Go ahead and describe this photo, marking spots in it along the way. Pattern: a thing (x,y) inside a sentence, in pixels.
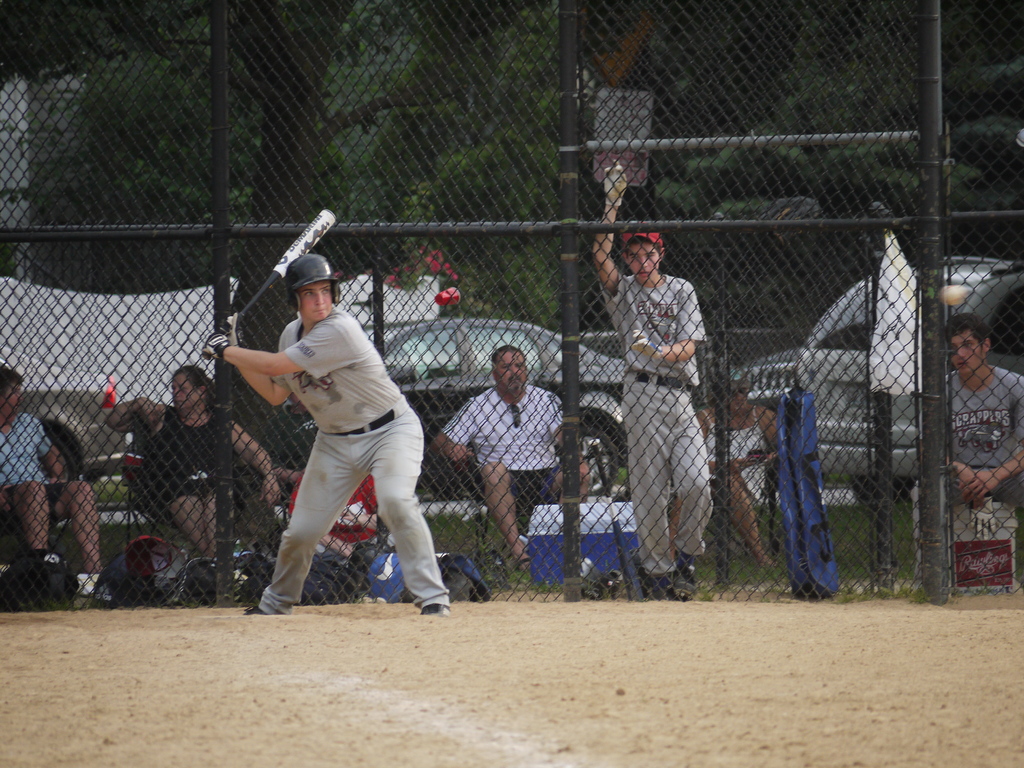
In this image we can see a person (319,502). In the background of the image (501,240) there is a fence (735,244), trees (978,129), persons (1000,408), vehicles (551,344) and other objects (243,591). At the bottom of the image (631,699) there is a sandy surface (570,660).
